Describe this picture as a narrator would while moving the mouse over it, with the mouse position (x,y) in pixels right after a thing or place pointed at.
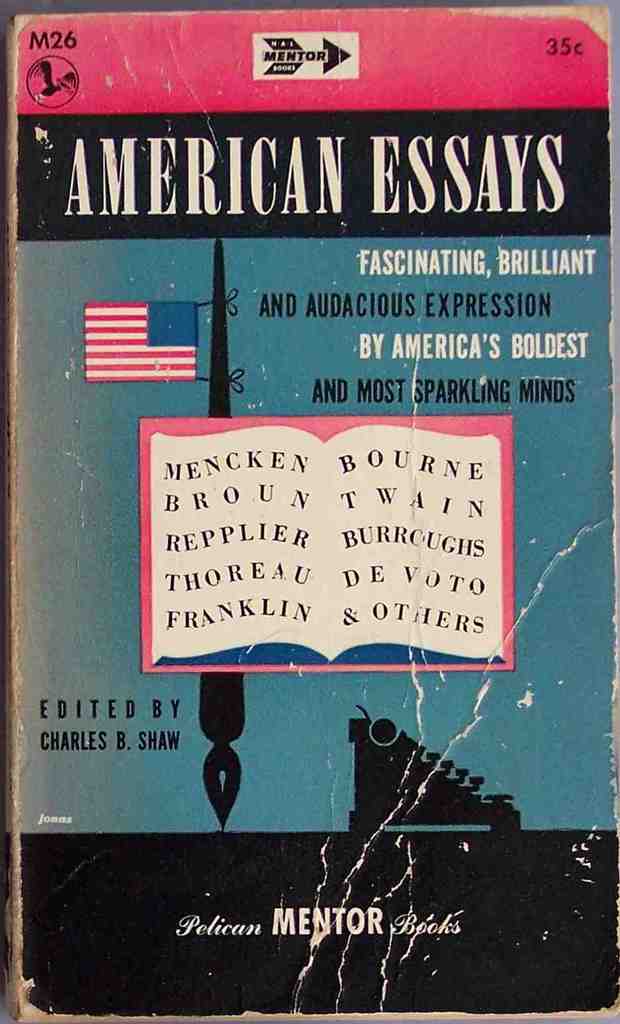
In this picture there is a poster (230,67) in the center of the image (372,407), on which it is written as ''american essays.''
